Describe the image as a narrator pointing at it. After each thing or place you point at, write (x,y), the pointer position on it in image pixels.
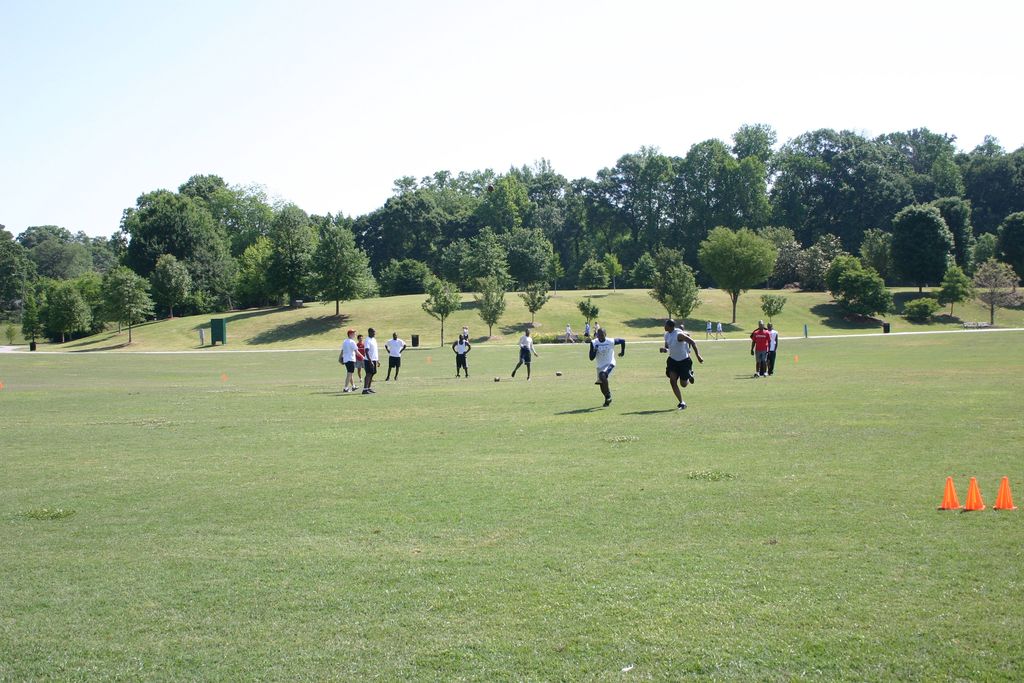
In this image there are people (711,325) playing on the ground (546,410). There are balls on the ground (512,388). There is grass (551,471) on the ground (785,486). To the right (947,489) there are cone barriers (972,494) on the ground (858,449). Behind them there is a road (804,335). In the background (545,233) there are trees (868,251) on the hill (199,321). At the top (511,33) there is the sky (453,59). To the left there is a dustbin (213,327) on the ground (78,417).
